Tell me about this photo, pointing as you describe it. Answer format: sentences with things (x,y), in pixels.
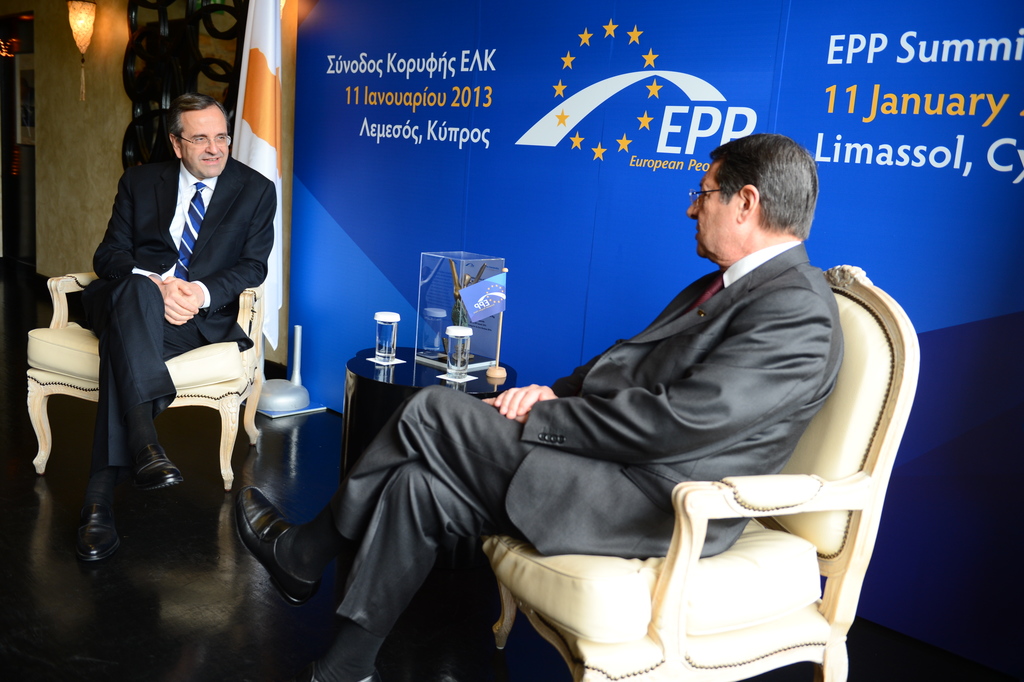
This picture shows there are two men (424,412) sitting on the chair (837,486) and one of them was smiling and other man (825,299) is looking at him, behind them there is a flag (272,102) and a banner (472,139).
